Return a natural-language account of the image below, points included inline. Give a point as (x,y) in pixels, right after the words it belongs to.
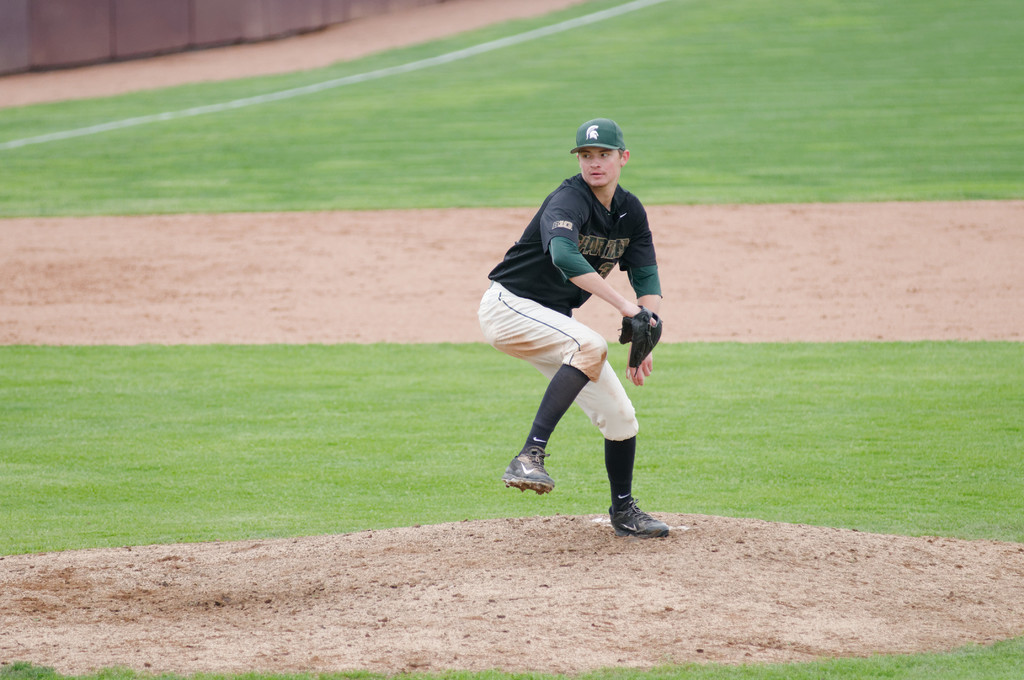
In the center of the picture (615,263) there is a person (548,360) wearing glove (648,344) and holding a ball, this is a baseball ground (247,313). In the picture there is soil (295,576) and grass (354,196).
